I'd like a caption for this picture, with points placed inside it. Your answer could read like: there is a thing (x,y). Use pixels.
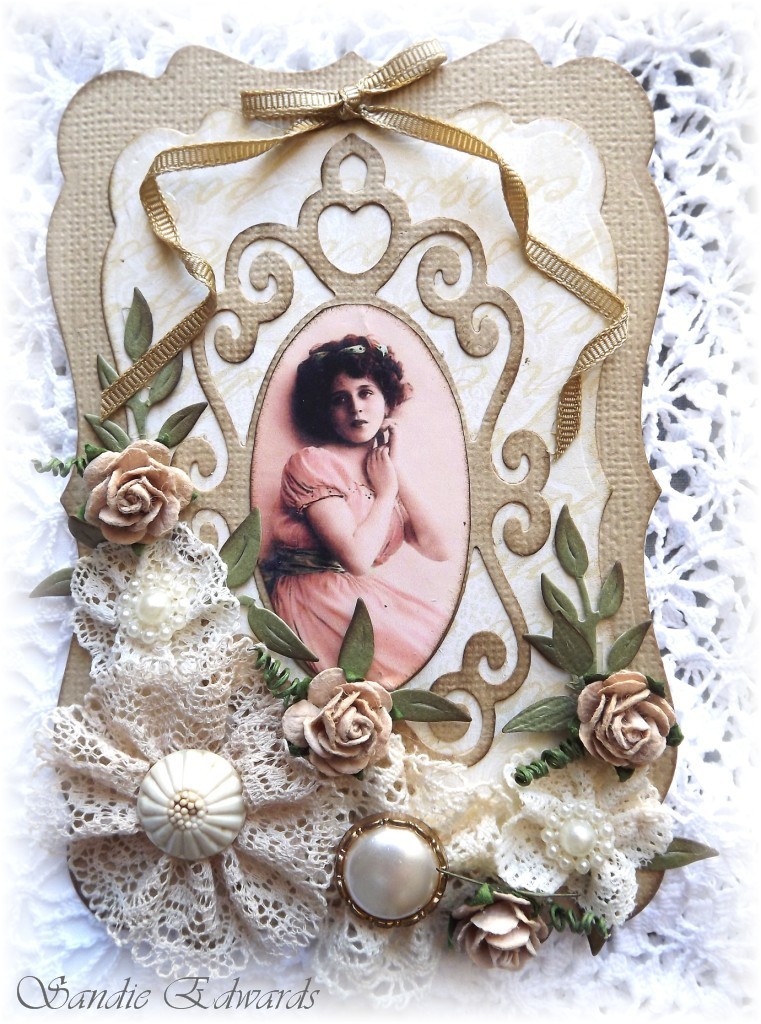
This is looking like a gift box (591,66). Here we can see a woman (382,525). Here we can see the flowers (368,703).
